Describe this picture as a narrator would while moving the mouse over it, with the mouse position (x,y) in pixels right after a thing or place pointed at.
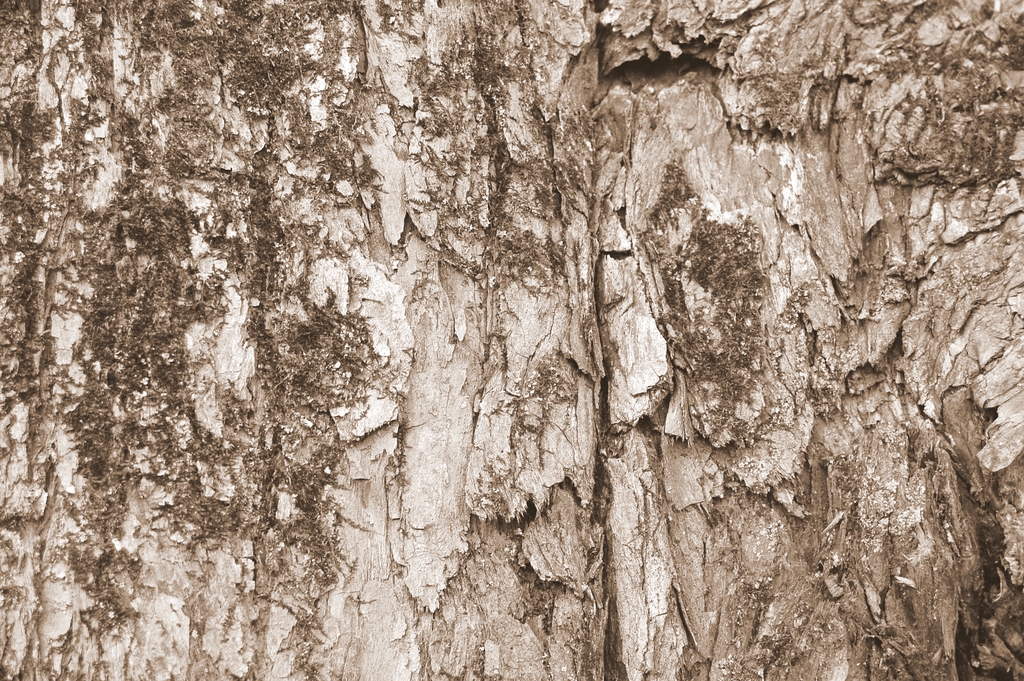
In this picture it looks like the bark (544,374) of a tree (637,373), this image is in black and white color.
